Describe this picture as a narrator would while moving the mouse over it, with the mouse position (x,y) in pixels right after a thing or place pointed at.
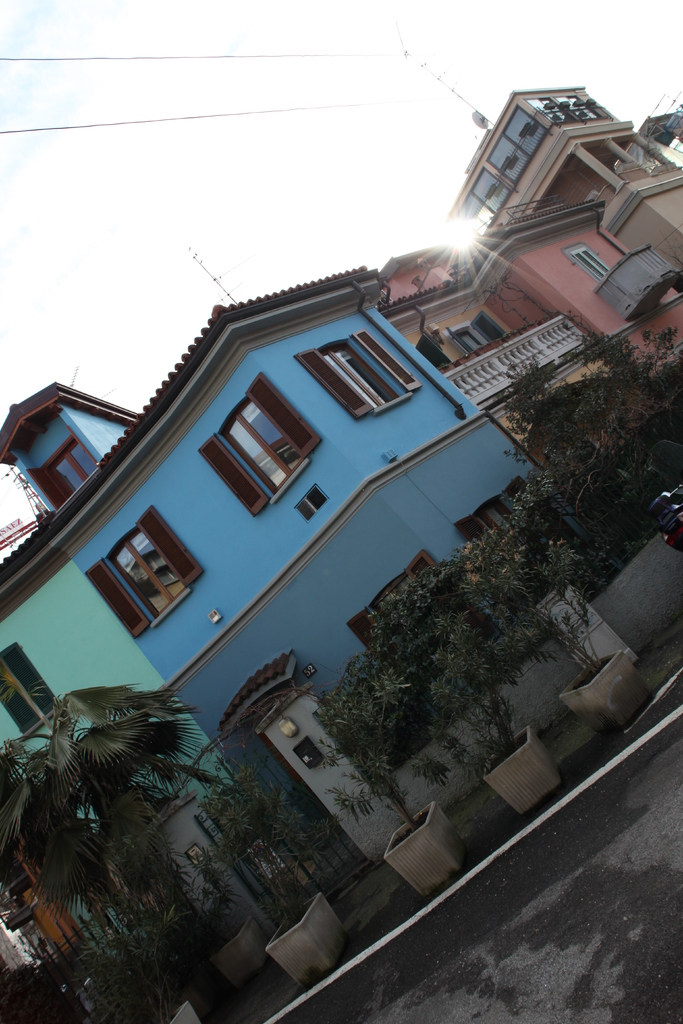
In this image we can see the road (501,952), flower pots (305,966), gate (253,896), fence (65,964), a vehicle (658,459) here, buildings (561,217), some wires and the sky (294,70) in the background (368,169).
